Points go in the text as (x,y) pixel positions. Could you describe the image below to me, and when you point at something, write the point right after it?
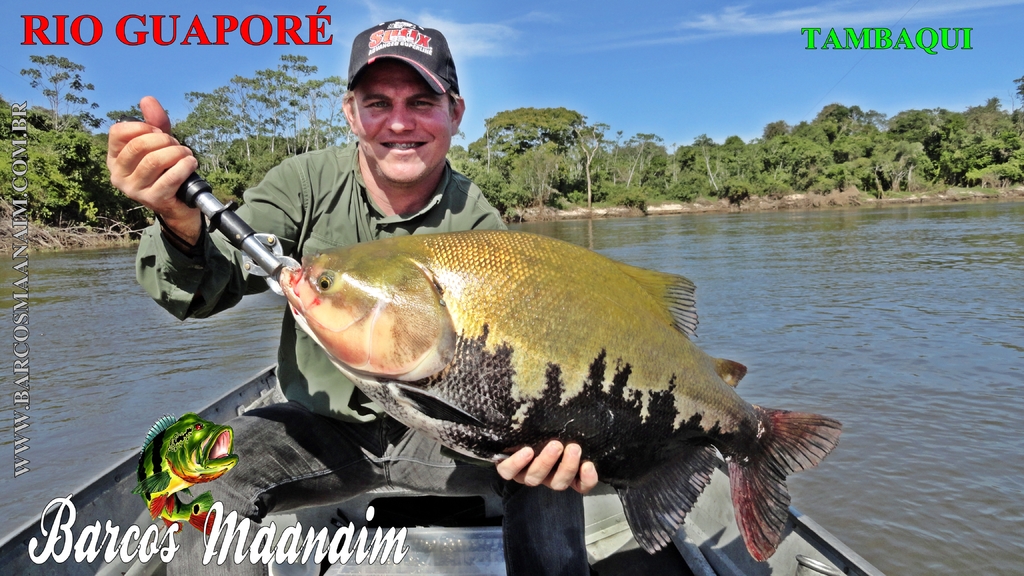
In this image there is the sky (695,70) towards the top of the image (696,59), there are clouds (754,20) in the sky (699,55), there are trees (757,153), there is water (846,298), there is a boat (715,511) towards the bottom of the image (714,555), there is a man (393,140) sitting in the boat (485,564), he is wearing a cap (379,49), he is holding an object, he is holding a fish (731,380), there is text (219,38) towards the top of the image (94,39), there is text (25,319) towards the left of the image (25,284), there is text (266,533) towards the bottom of the image (241,537).
